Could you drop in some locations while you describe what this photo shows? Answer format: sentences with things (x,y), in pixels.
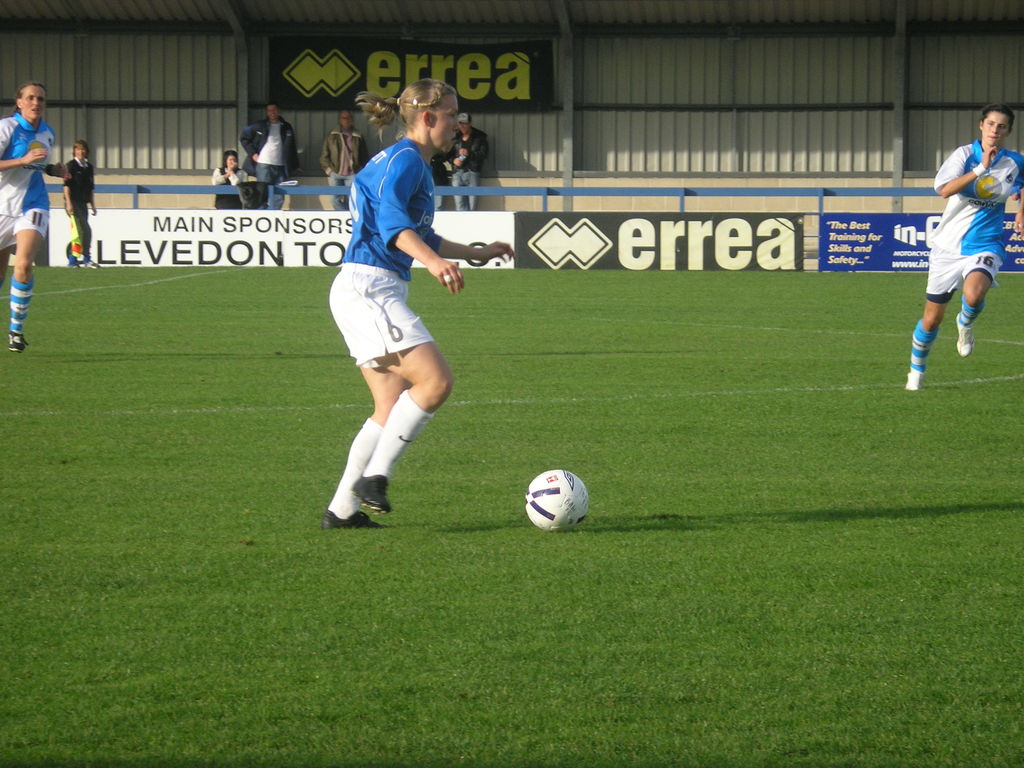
In the foreground of this image (396,477), there is a woman (394,423) on the grass (431,559) and in front of her, there is a ball (559,498). In the background (979,198), there are two women (23,276) running, a boundary banner (492,216), few persons (234,165) standing behind the railing (295,191). On the top (511,36), there is the shelter (607,42).
